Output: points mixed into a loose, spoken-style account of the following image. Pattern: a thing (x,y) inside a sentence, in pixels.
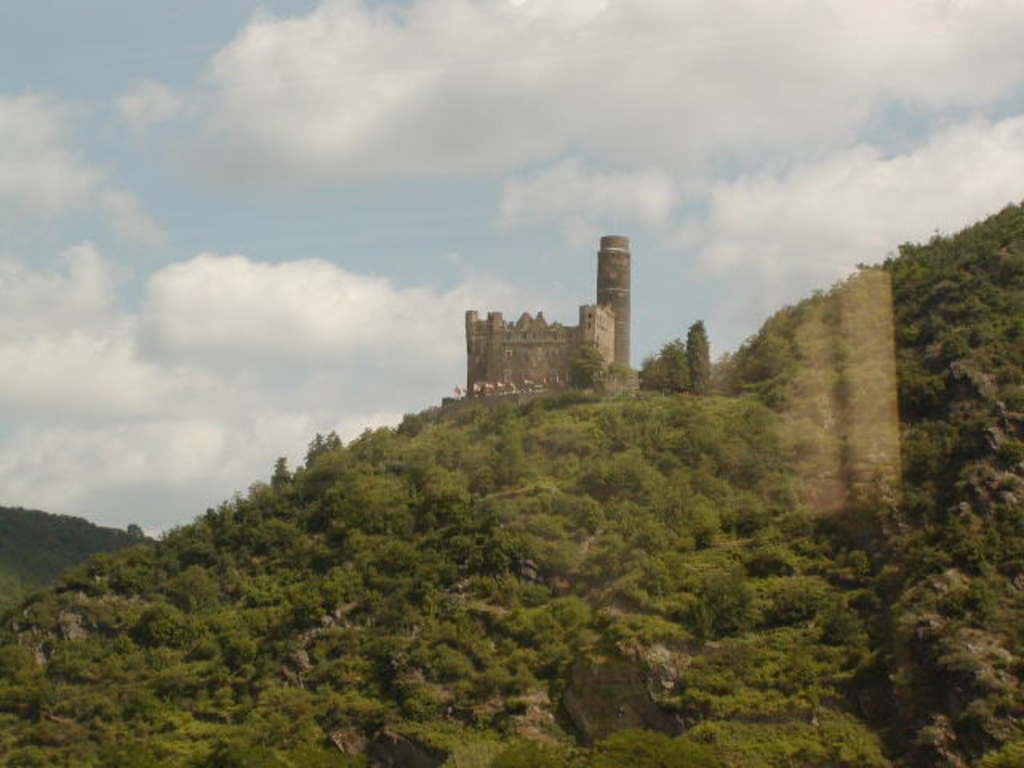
In this picture we can see a fort (520,375) on top of a hill (460,436). At the bottom of the image (419,644), there are trees (417,602). On the left side of the image (33,550), there is another hill (27,564). At the top of the image (455,254), there is the sky (59,507).
